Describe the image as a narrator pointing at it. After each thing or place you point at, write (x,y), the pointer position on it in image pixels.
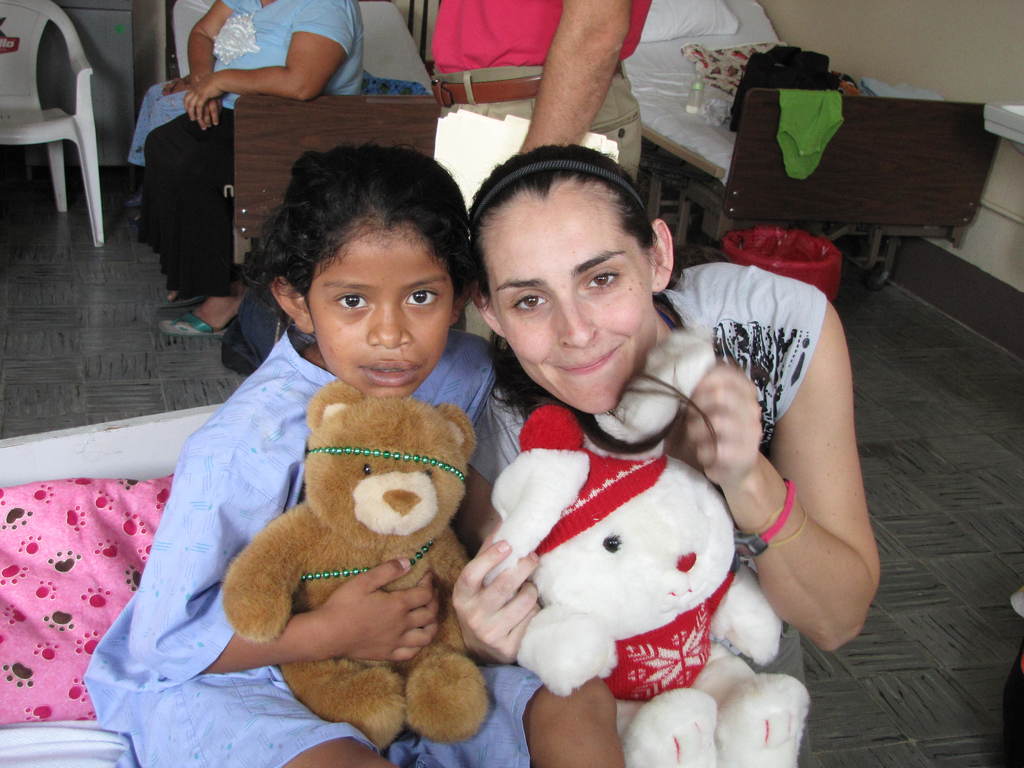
In this image I see a girl (435,294) and a woman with the soft toys (358,407) in their hands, I also see that in the background (35,1) there are few people (291,83), 2 beds (282,100) and a chair (22,12).
